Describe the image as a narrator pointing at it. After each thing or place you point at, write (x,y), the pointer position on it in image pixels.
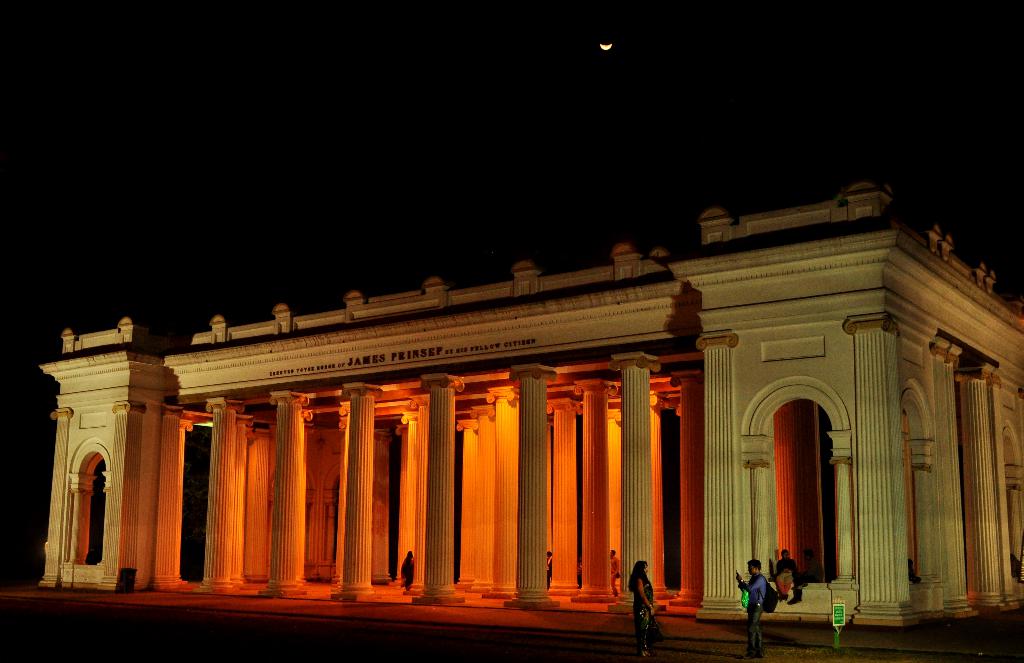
In this image, we can see a building (633,536) with people (807,572) in it and two of them are standing in front of the building (732,578). The sky (630,190) is dark in color with the moon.
